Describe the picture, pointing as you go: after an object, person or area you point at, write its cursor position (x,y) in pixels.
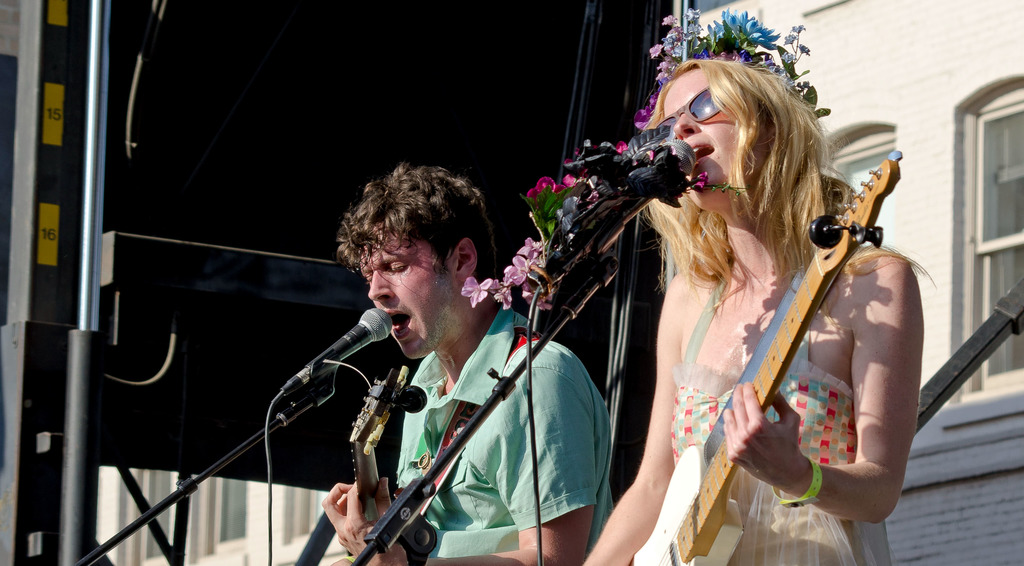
In the image there are two people (806,379). The lady (803,349) standing on the right (709,333) is singing a song she is holding a guitar (715,473) in her hand (733,449). There is a mic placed before her next to her there is a man (420,348) who is singing a song. In the background (919,32) there is a building (927,104).
